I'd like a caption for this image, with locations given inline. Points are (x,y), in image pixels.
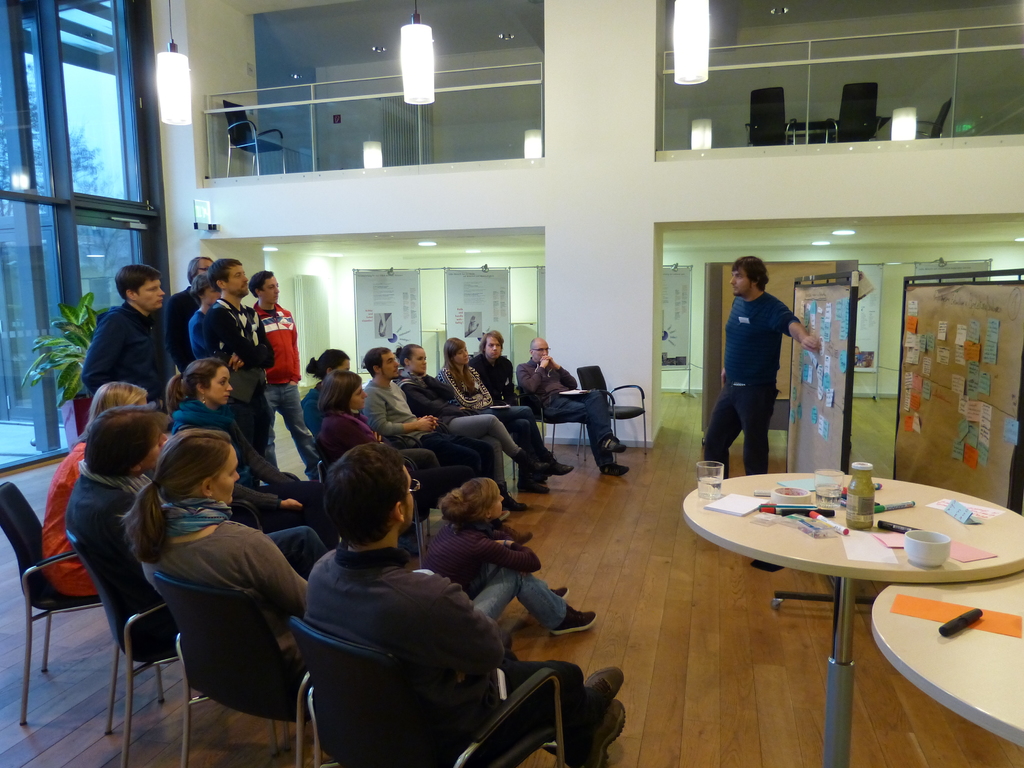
The image is taken inside a building (605,569). On the left (59,521) there are many people (333,453) sitting on the chair (84,559). On the right (791,305) there are boards (805,318) and there is a man (746,331) who is explaining something which is written on the board (839,382). We can also see tables (948,659) and there are glasses (714,495), cup (925,551), papers (876,544), pen (884,521) a bottle (865,516) a marker (877,509) and a tape (782,494) which is placed on the table (847,669). On the top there are lights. There is a chair (230,147) which is on the upstairs (263,168). In the background (420,312) we can also see some boards (470,308).
